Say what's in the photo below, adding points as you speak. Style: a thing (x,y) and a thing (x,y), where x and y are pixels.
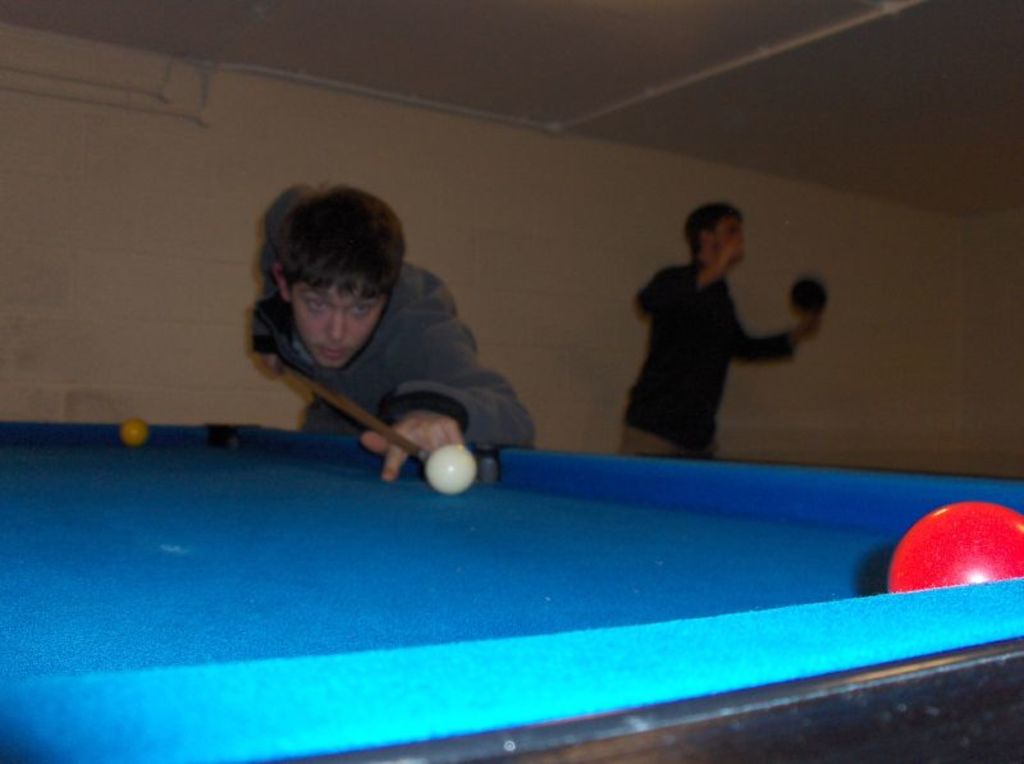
In the image there is a person (409,293) playing snookers and beside him there is another person (702,345), in the background (82,188) there is a wall (214,280).
